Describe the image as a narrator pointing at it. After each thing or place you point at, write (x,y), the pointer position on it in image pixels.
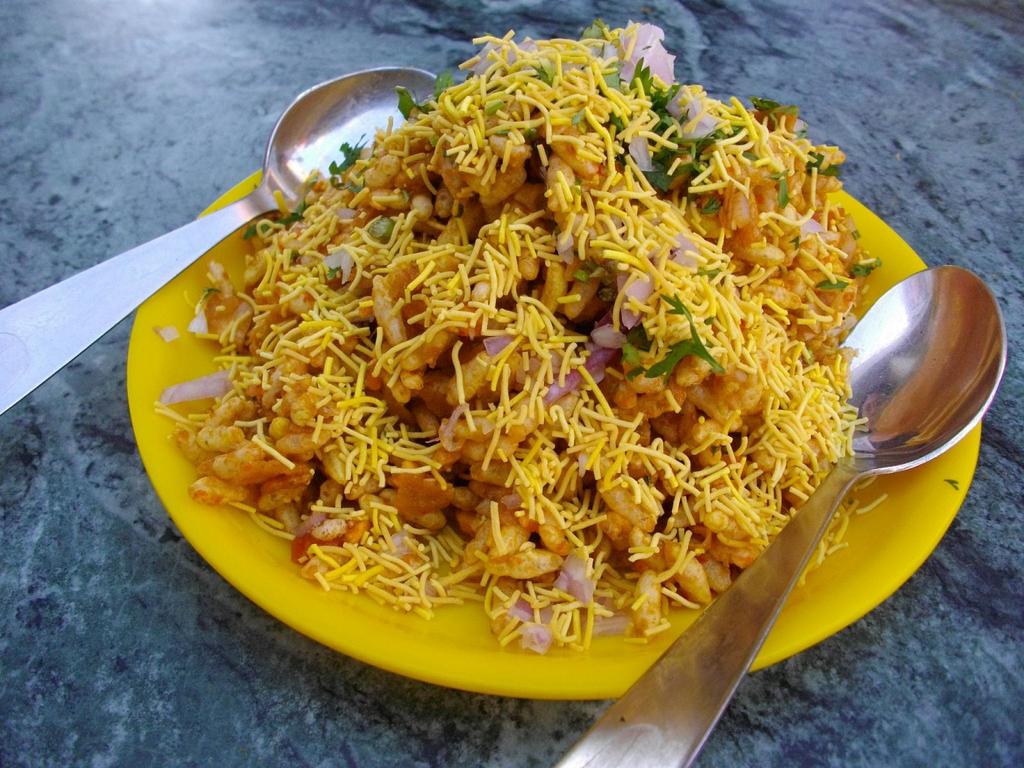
In this image I can see the plate (475,677) with food (546,389). The plate (472,664) is in yellow color and the food (444,416) is in yellow and green color. I can see two spoons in the plate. The plate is in ash color surface (70,682).
